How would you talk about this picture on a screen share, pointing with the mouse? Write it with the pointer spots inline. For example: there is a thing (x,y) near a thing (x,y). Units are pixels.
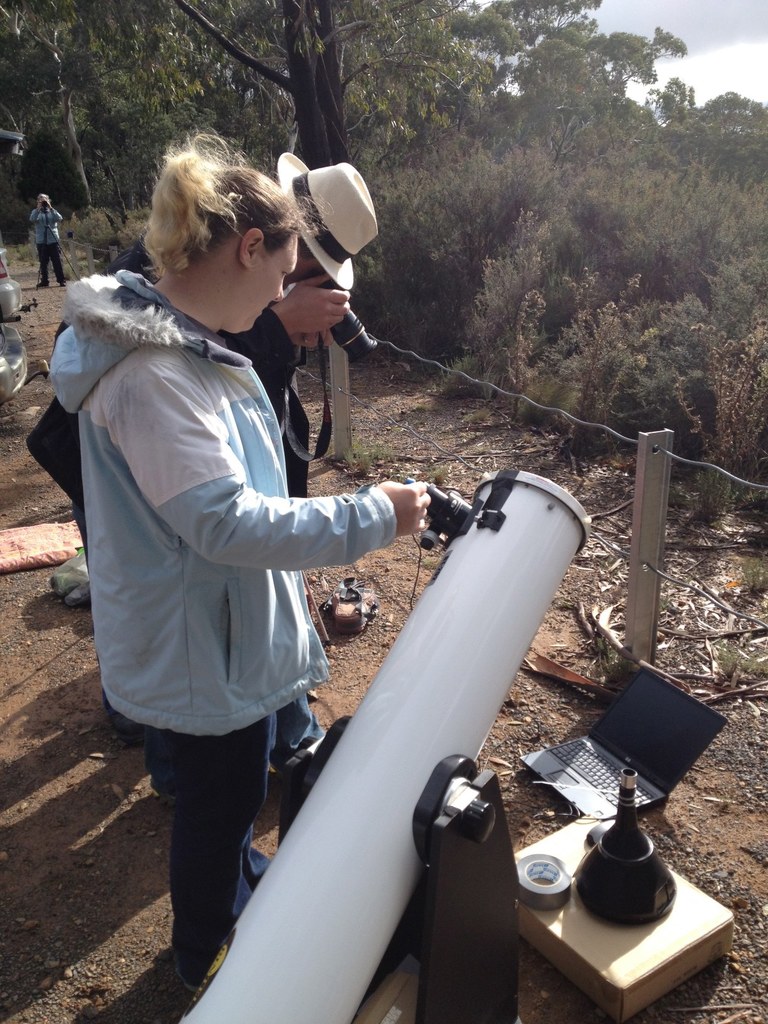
In this image I can see three persons (162,318) are standing on the ground (66,792). I can see one person (288,308) is holding a camera (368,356) and I can also see one of them is wearing a hat (290,160). In the front of the image (339,626) I can see a telescope (502,590), a laptop (576,745) and few other things (613,853) on the ground (82,948). On the right side of the image (653,566) I can see two poles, two wires (721,468), number of trees (590,368), clouds (669,71) and the sky (751,13).
